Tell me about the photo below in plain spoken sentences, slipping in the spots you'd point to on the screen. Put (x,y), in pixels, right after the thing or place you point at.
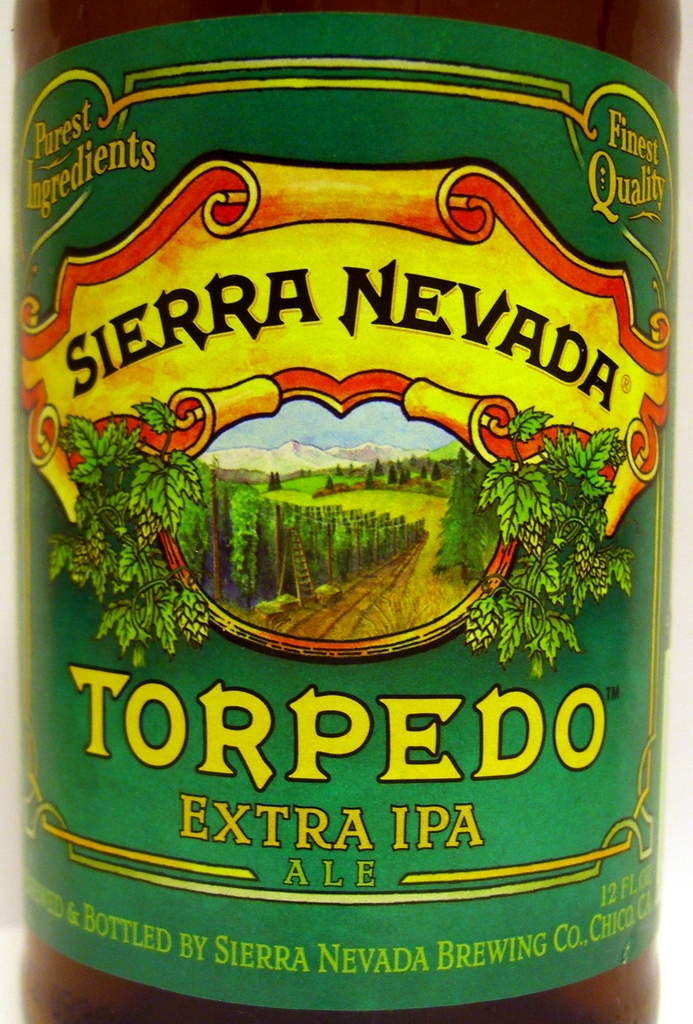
In this image we can see a bottle (429,475) with label (353,500) in which we can see a group of trees (477,531), ladder (299,584), mountains (296,444), some text (390,767) on it and the sky (353,431).
